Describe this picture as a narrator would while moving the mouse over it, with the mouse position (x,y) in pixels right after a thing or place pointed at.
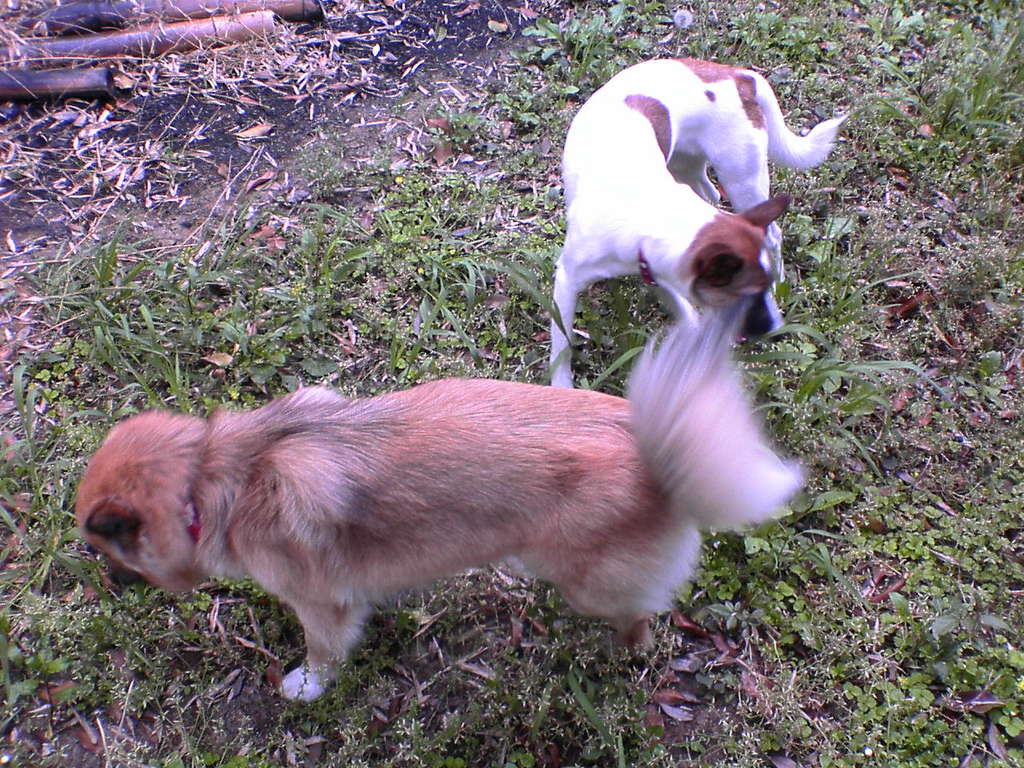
In this image I can see two animals (560,398) are on the ground (306,299). These animals (419,483) are in white and brown color. I can see some sticks (105,68) and grass (227,305) on the ground (282,365).
